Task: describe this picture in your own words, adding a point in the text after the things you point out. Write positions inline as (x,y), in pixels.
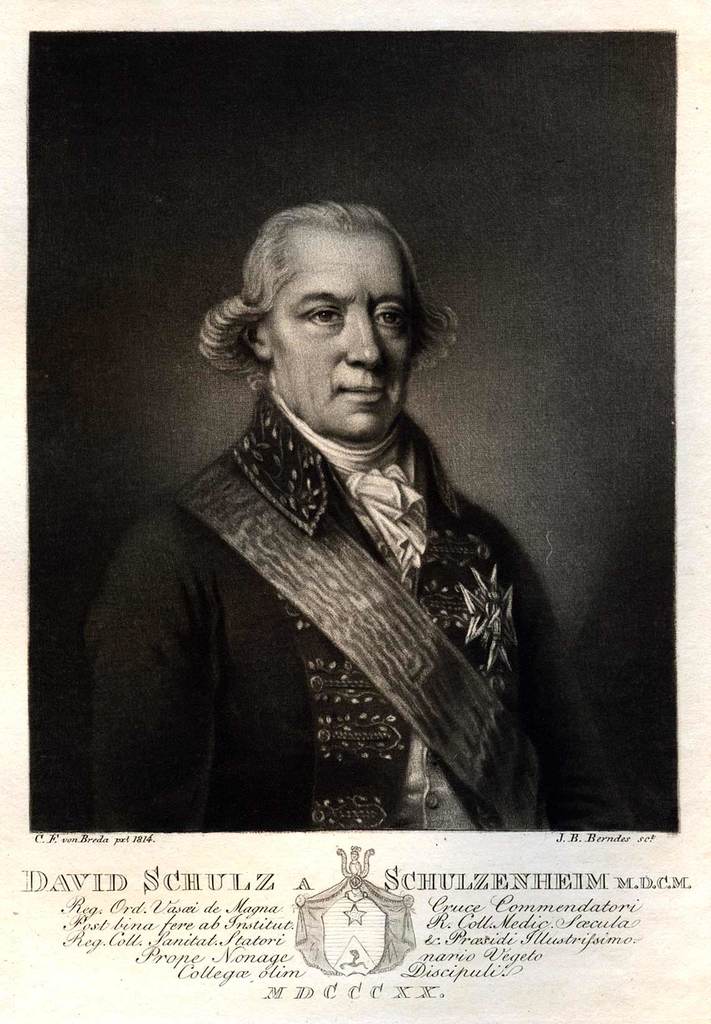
In this image, we can see a person (388,652) and some text (276,898).
